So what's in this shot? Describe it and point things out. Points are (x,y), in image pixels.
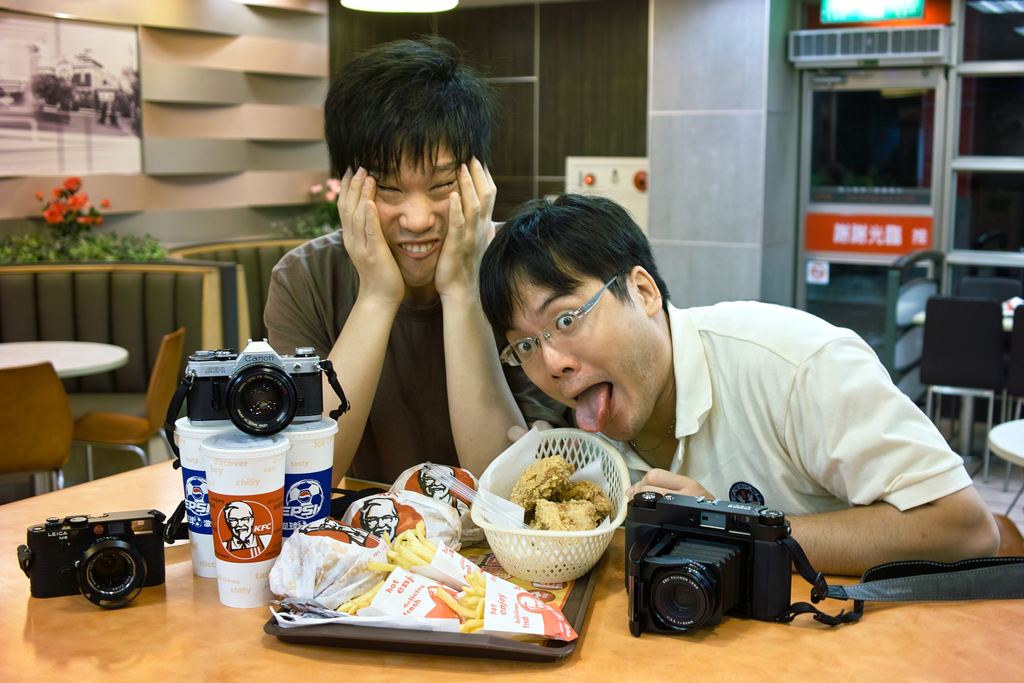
In this image there is a table (865,621), on that table (979,626) there are cameras (226,386), glasses (275,470) and a tray (574,606), in that tray (574,587) there is food item (526,490), behind the table (354,482) there are two persons (784,459) sitting on chairs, in the background (106,371) there is a table (106,371) chairs (76,421), plants (307,227) and a pillar (749,184).
